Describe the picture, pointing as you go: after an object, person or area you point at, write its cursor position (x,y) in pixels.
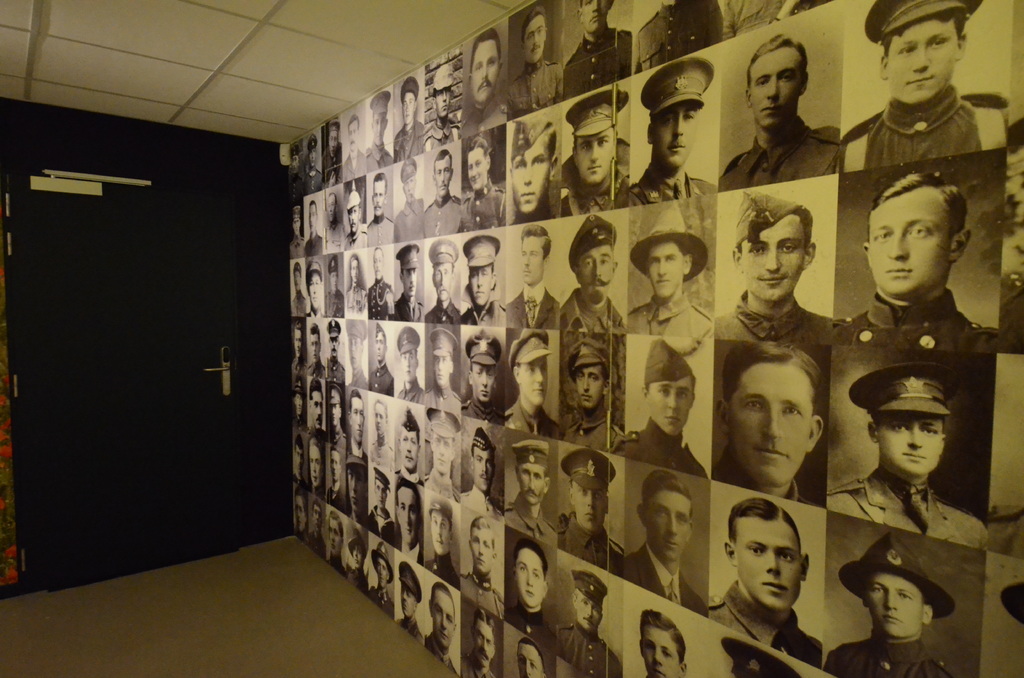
This is an inside view. On the right side (950,426) there is a board (632,415) on which I can see many images (614,285) of people (679,392). On the left side (138,498) there is a door (211,332). At the bottom (234,609), I can see the floor (296,601).
